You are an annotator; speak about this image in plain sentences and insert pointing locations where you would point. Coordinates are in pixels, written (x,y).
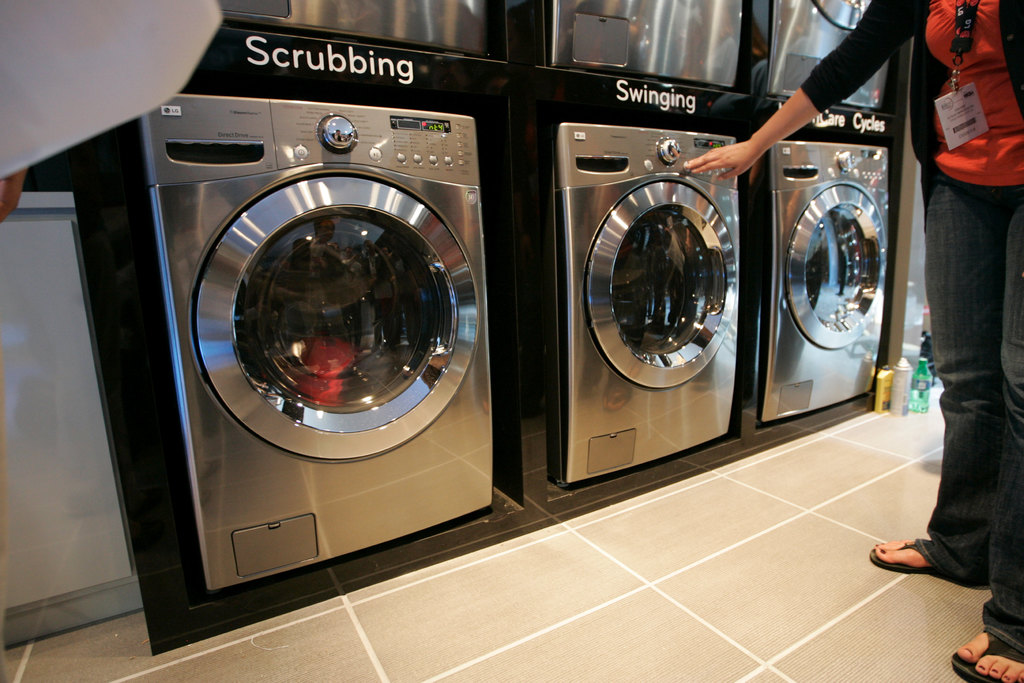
In this picture there is a woman (986,271) who is wearing red t-shirt (988,72), jeans (977,301) and slipper (988,649). She is standing near to the washing machines (607,333). At the bottom (577,593) we can see the floor (464,670). On the left (14,177) we can see a person's hand (10,199) who is holding the papers (60,89). Beside him we can see the door (66,369).
